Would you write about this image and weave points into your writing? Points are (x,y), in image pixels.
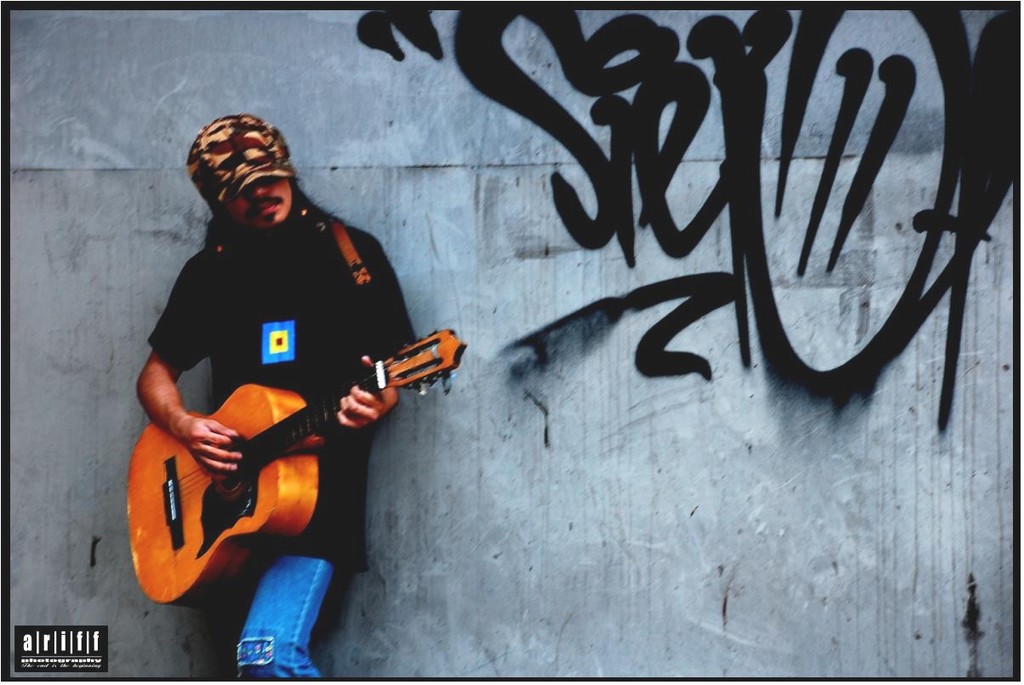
In this image i can see a person (293,299) wearing a hat (261,161), black shirt (272,308) and blue jeans (274,590) is standing and holding a guitar (308,485). In the background (469,222) i can see the wall (451,187).
